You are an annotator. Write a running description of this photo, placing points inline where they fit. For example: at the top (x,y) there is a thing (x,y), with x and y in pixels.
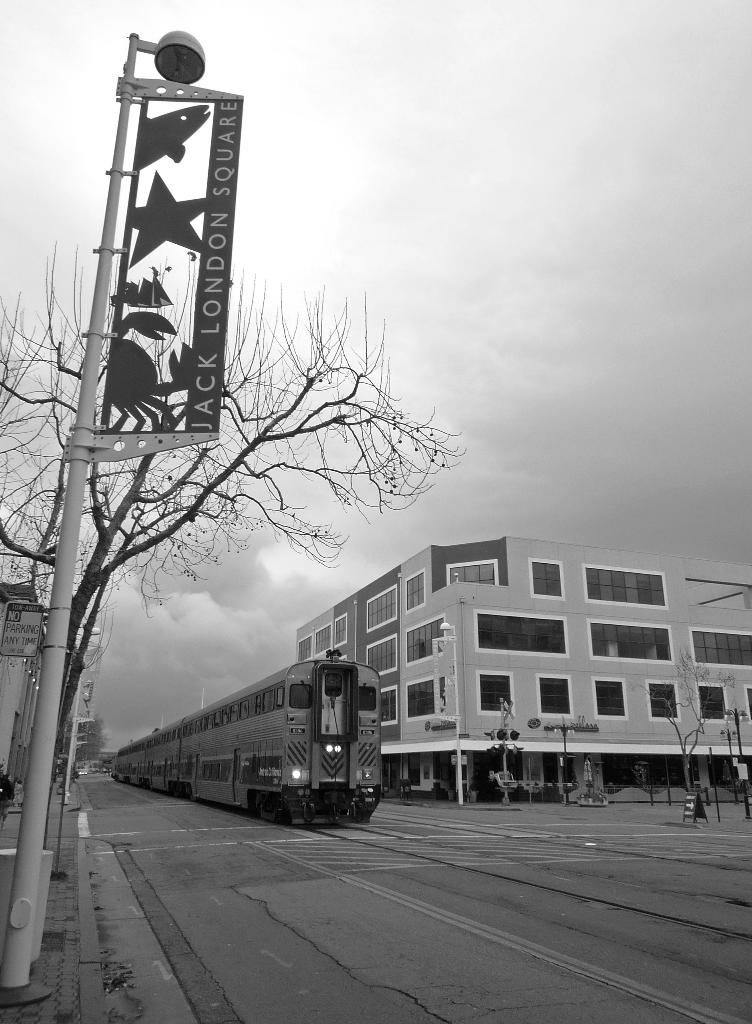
This is a black and white image. In the center of the image (313,674) there is a train (338,808). To the right side of the image (608,764) there is a building (529,619). In the foreground of the image (178,66) there is a pole (131,63). there is a tree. at the bottom of the image (259,938) there is road (351,914). At the top of the image (500,155) there is sky (470,103).
